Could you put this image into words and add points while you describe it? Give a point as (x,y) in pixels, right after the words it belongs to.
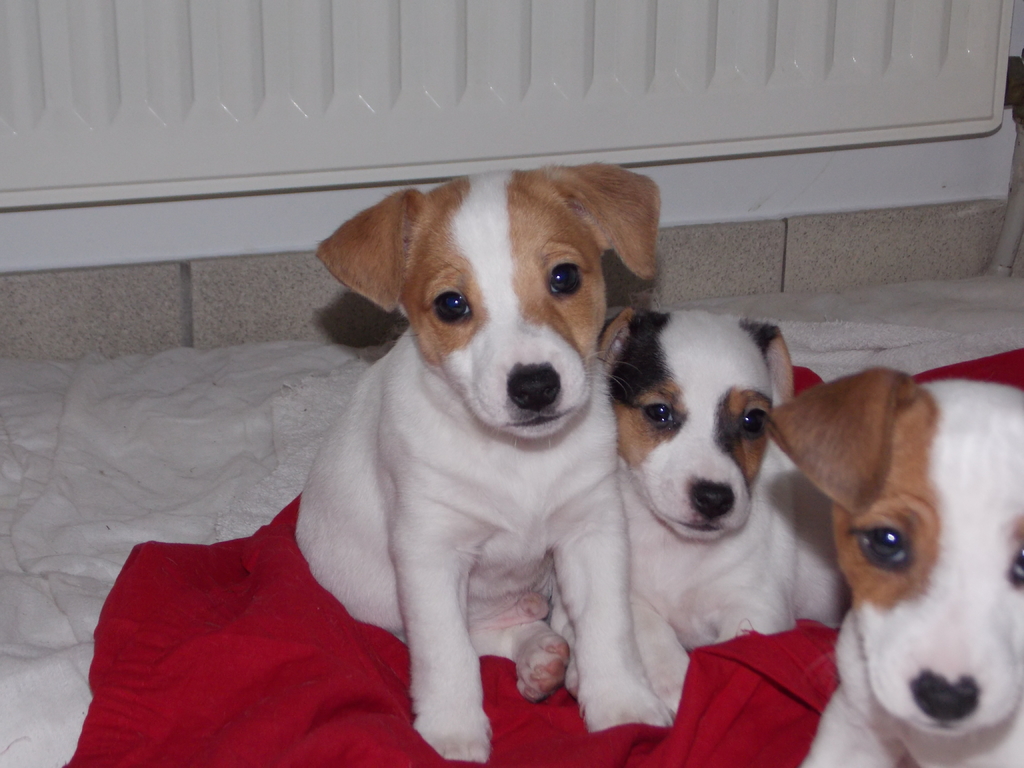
In this image I can see few animals (555,514) which are in white, brown and black color. These are on the red and white color cloth (174,569). I can see the white and ash color background (819,145).
